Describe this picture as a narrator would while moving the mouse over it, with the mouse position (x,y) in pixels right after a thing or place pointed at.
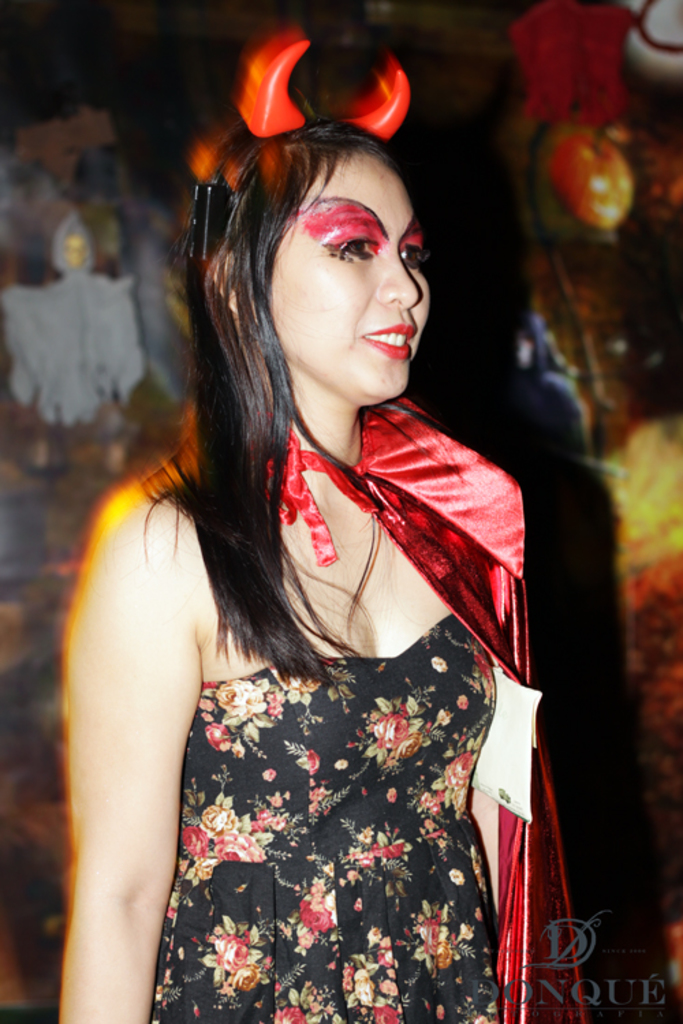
In this picture we can see a woman (370,543) is standing and smiling, she is wearing devil horns (369,118) on her head (307,163), at the right bottom (561,965) there is some text (552,965).
